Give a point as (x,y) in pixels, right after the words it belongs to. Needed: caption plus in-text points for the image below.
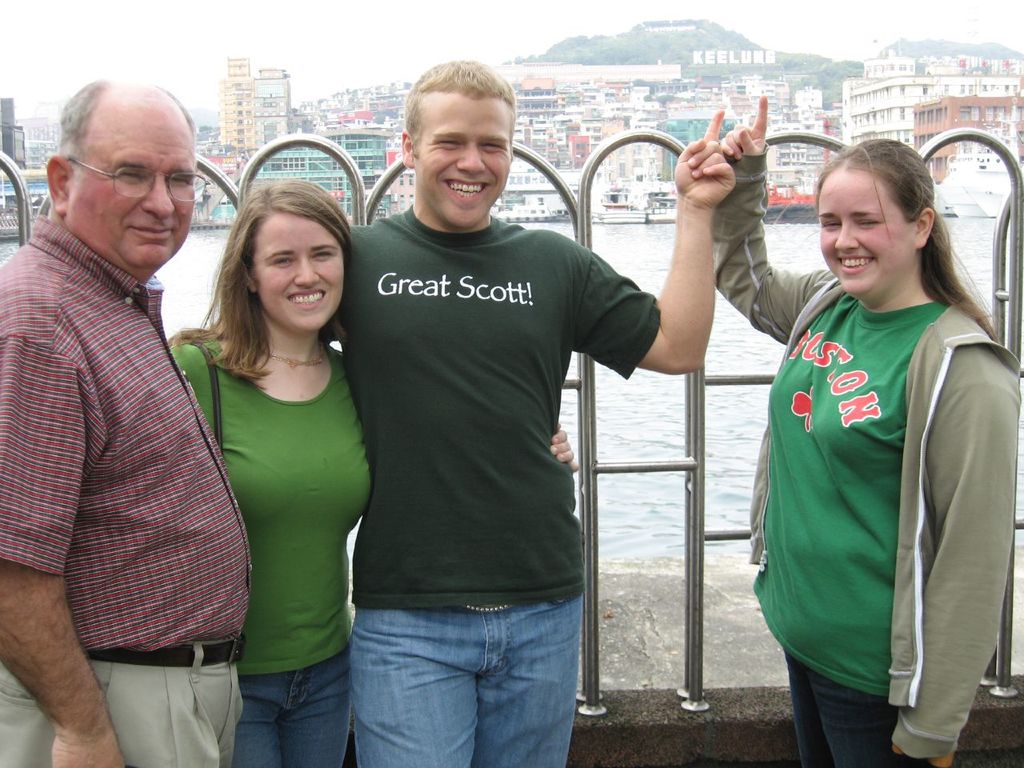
In this picture I can see 2 men (350,269) and 2 women (265,245) who are standing and I see that all of them are smiling and behind them I see the rods (1020,230). In the middle of this picture (646,266) I see the water (218,245). In the background (811,93) I see number of buildings (396,147) and I see the sky (458,43).
